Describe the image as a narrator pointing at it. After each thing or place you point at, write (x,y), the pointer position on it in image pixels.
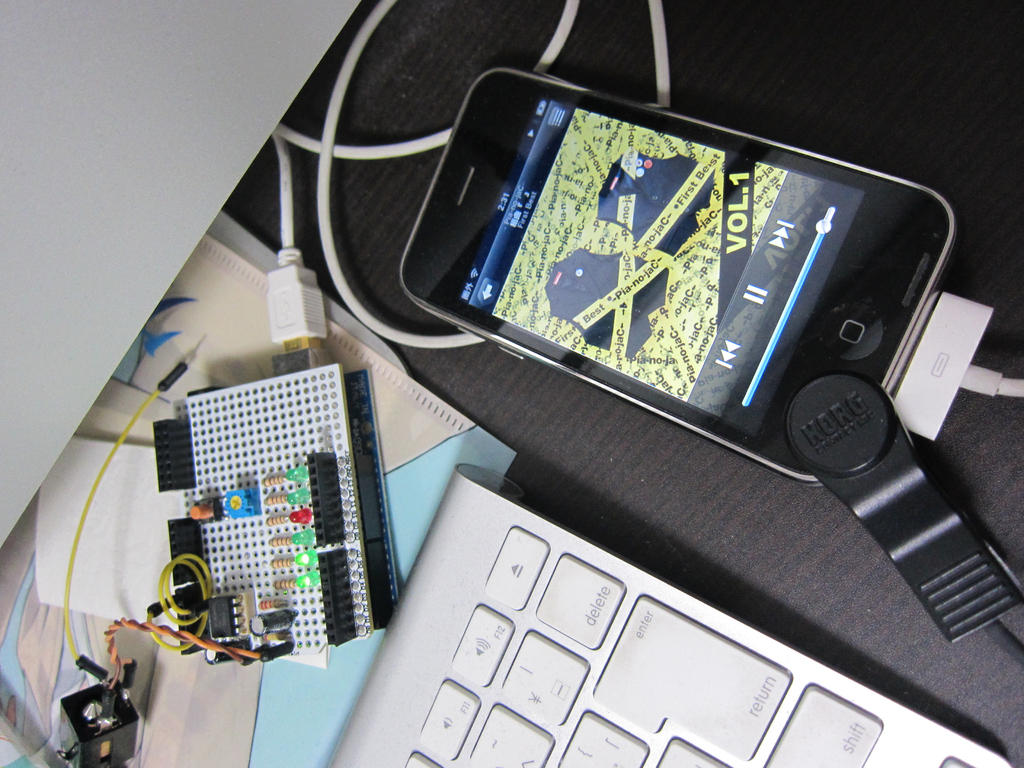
In this image I can see the keyboard (532,660), mobile (566,251), electric board (302,455) and some papers (258,297) are on the grey color surface (760,124).
